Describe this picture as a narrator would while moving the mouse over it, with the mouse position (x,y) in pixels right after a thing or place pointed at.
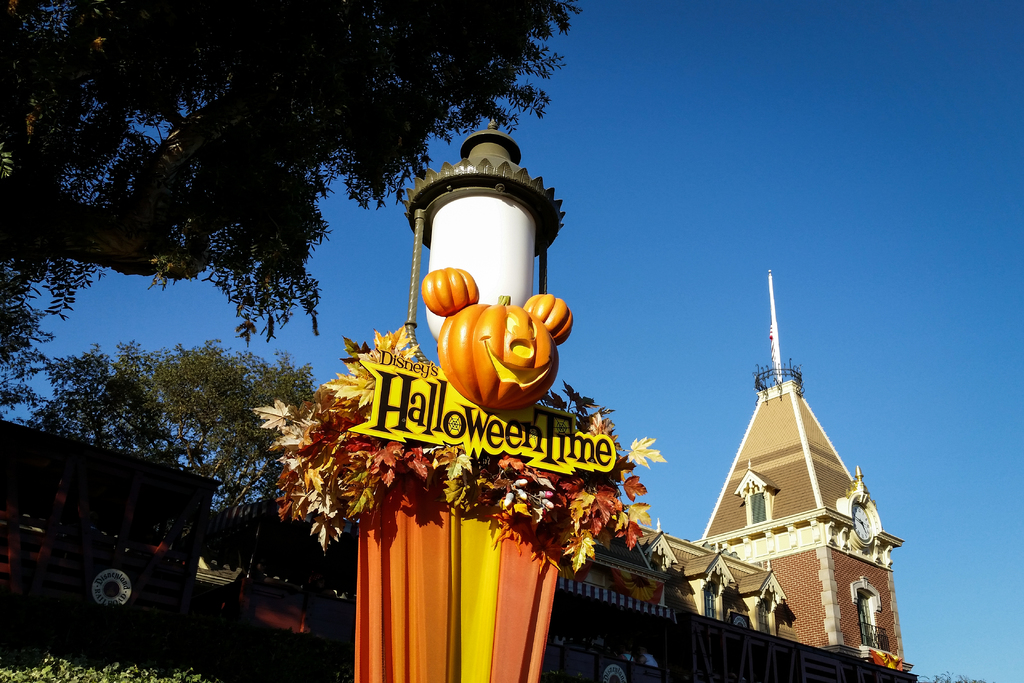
In this image in the center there is a building (789,495), and in the foreground (486,381) there is a pillar like thing (490,527) and toy (482,372) and there is a board (404,435) and some leaves (373,447). On the board (511,453) there is text (553,453) and on the left side of the image (216,281) there are some trees (312,74) and plants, and at the top (556,114) there is sky (719,360).
